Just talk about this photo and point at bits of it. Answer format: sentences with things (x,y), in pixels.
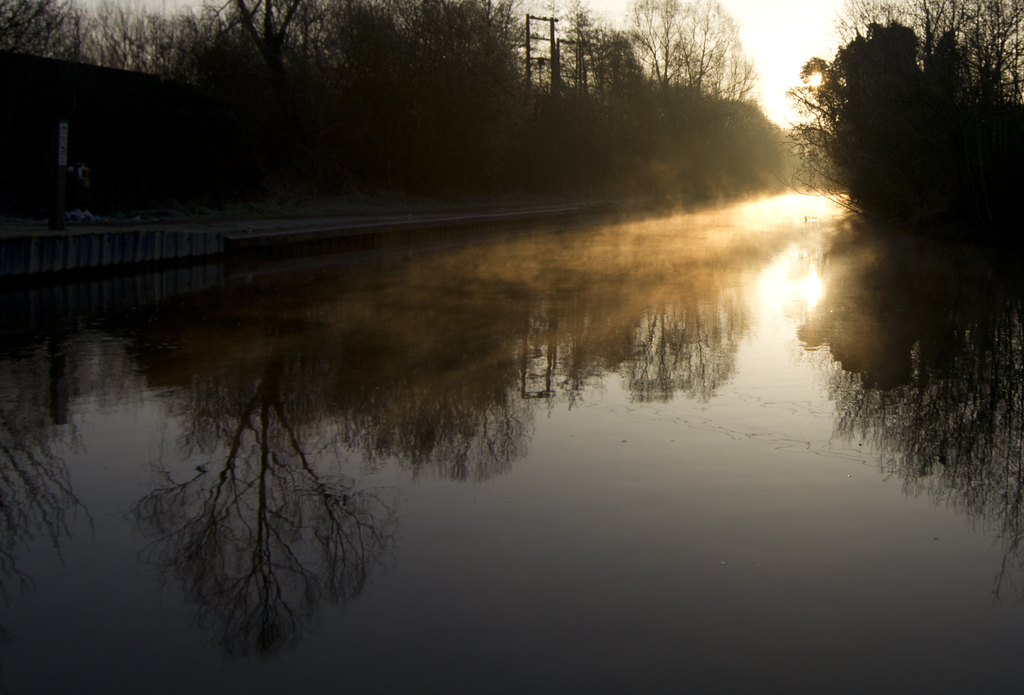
This picture shows water (380,501) and few trees (342,33) and we see electrical poles (533,17) and a cloudy sky (543,46) with sunlight (832,27).
